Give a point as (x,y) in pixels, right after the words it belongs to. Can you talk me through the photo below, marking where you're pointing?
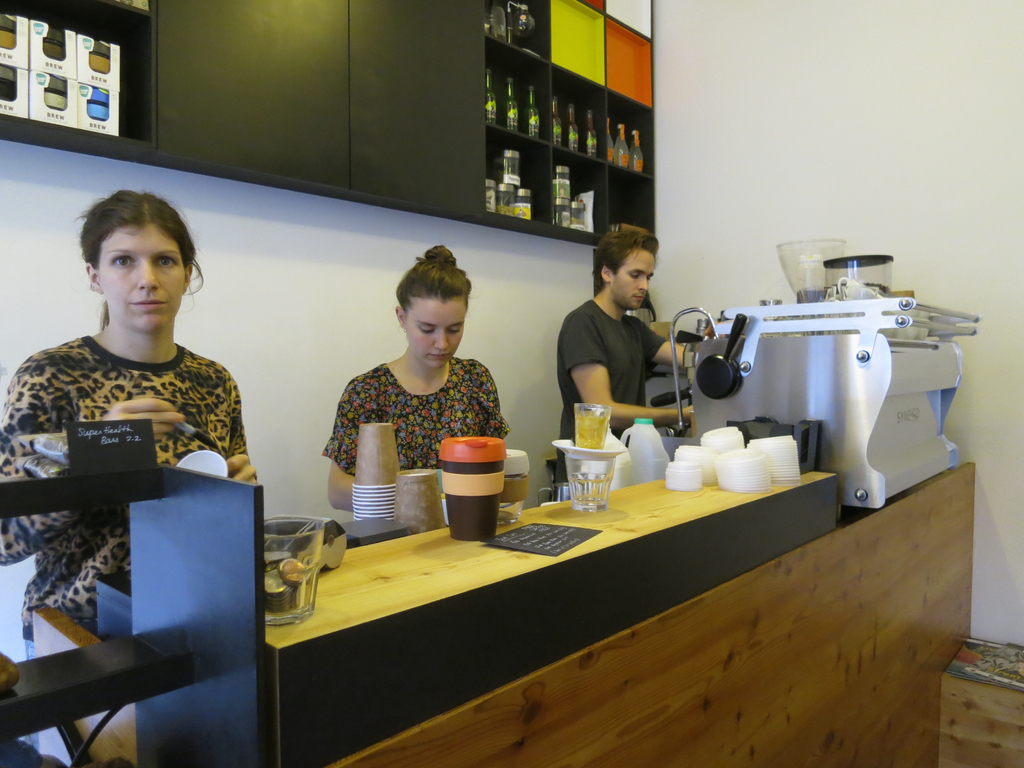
In this picture three people (157,423) are standing on the other side of a table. In the background (401,174) we observe a wooden shelf (491,168) with containers (509,182), glass bottles (486,95). This picture is clicked inside a restaurant (246,51).
